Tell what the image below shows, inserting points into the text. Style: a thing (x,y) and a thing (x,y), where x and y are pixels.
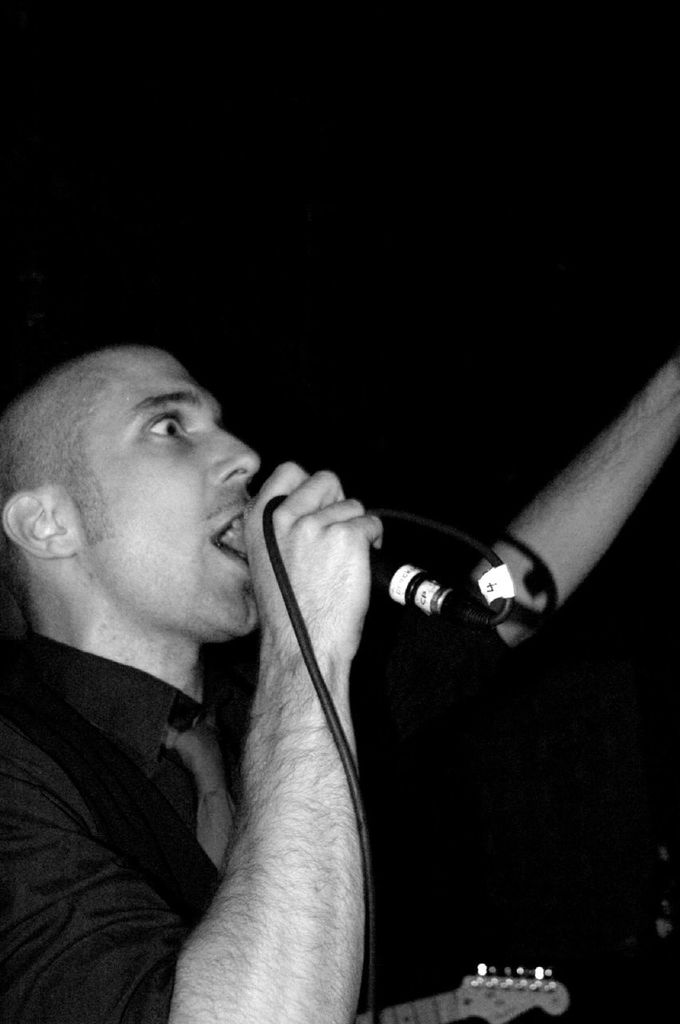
In this picture there is a man (97,458) who is standing at the left side of the image (46,473) by holding a mic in his hand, the color of the background (213,60) is black.
